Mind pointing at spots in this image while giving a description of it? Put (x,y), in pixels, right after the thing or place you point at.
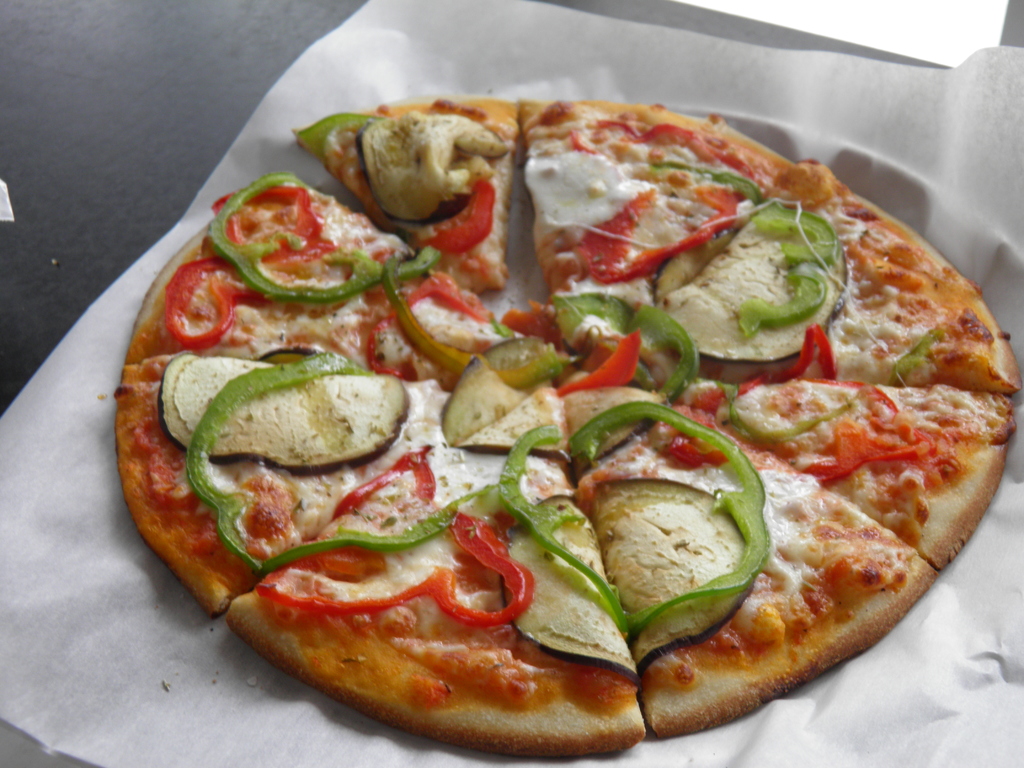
In this image, we can see pizza (404,351) which is placed on the table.
